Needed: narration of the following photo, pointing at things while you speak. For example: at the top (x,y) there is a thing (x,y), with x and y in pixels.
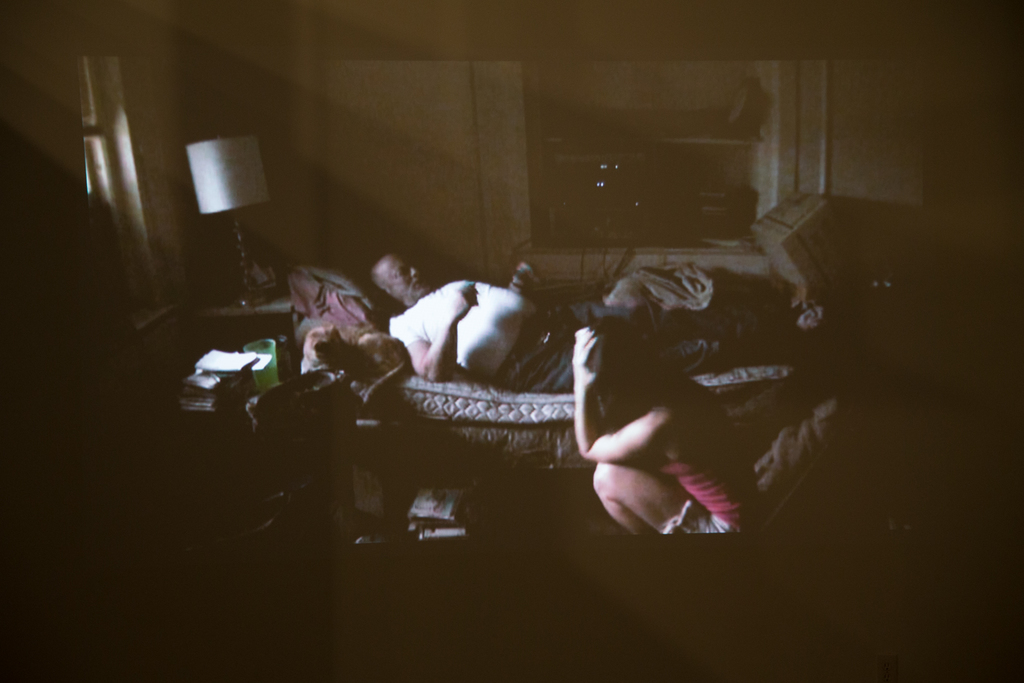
In this image I can see a person (494,326) is sleeping on the bed (344,322) and one person (645,458) is sitting. I can see few objects (286,365) around and lamp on the table (280,307). Back I can see the wall (283,133) and the image is dark.
